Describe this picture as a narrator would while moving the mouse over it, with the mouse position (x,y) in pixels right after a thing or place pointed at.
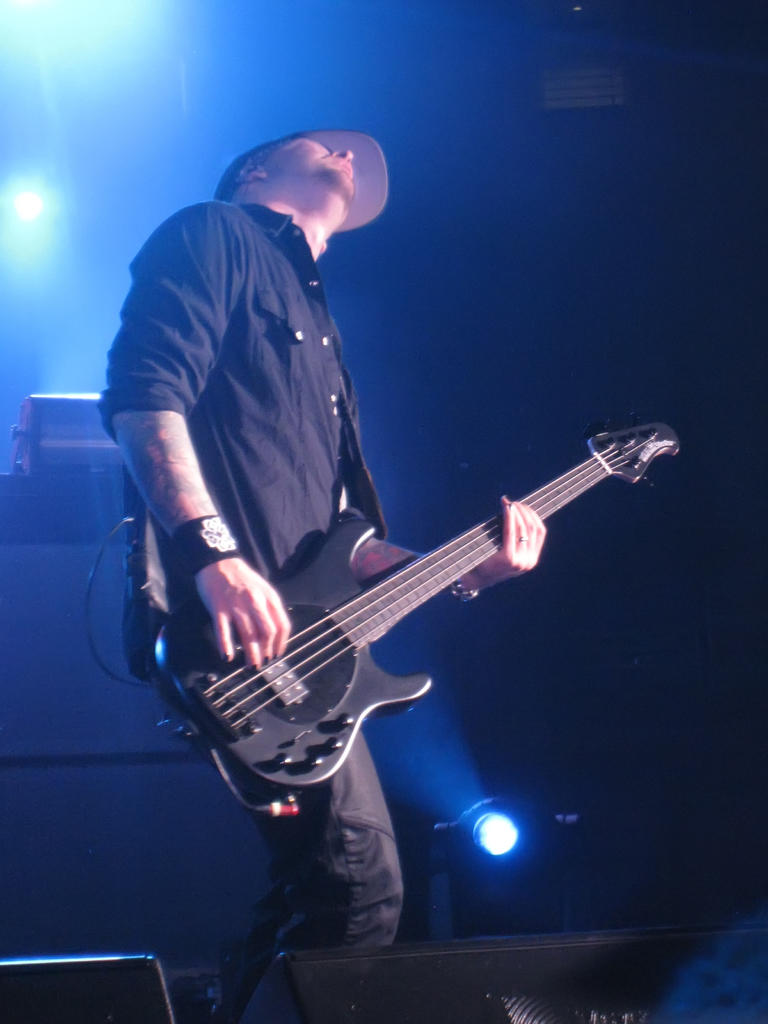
In this picture we can see a man (206,426) wearing a cap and holding a guitar (243,669) in his hand (233,612). There are black objects (47,988) visible at the bottom of the picture (501,996). We can see a few lights (473,812) and an object (53,408) in the background (27,477).
